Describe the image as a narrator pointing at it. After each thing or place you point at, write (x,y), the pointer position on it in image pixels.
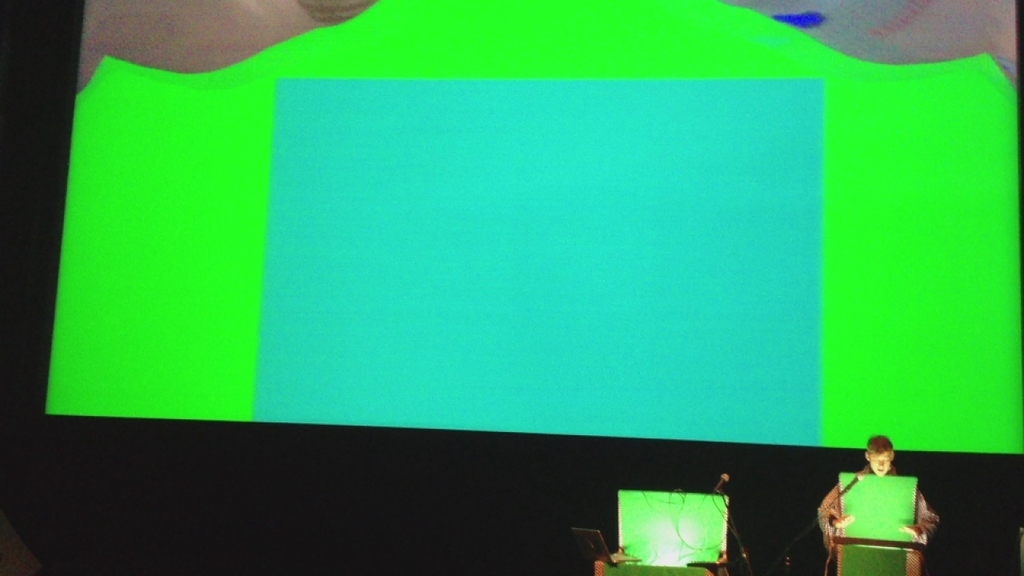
In the bottom right corner (699,557) we can see the table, mics (715,491) with stands (744,555), wires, laptop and object (710,541) and a man (927,528) is standing. In the center of the image (578,258) we can see a screen (588,200). In the background (466,460), the image is dark.
